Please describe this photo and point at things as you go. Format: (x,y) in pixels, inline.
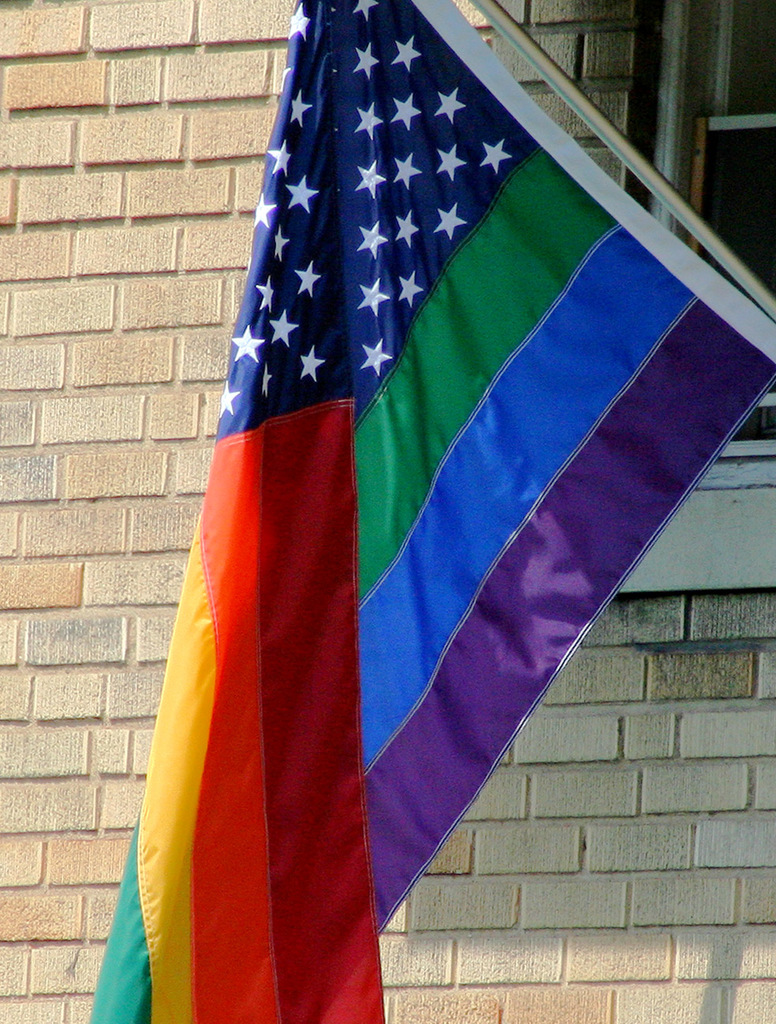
In this picture we can see a flag (343,642) and in the background (610,947) we can see a wall (635,888), window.
